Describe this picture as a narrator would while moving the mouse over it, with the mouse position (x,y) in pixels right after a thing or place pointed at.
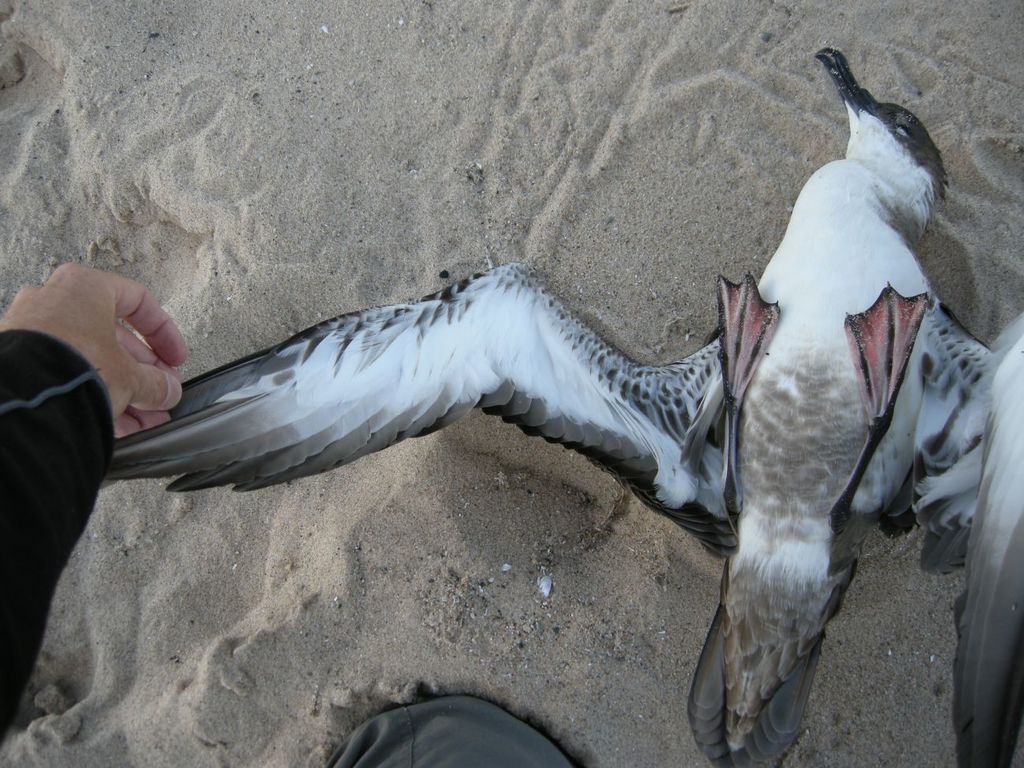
In this image we can see a bird (747,545) on the sand (600,493). We can also see the hand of a person (67,495) beside it.
